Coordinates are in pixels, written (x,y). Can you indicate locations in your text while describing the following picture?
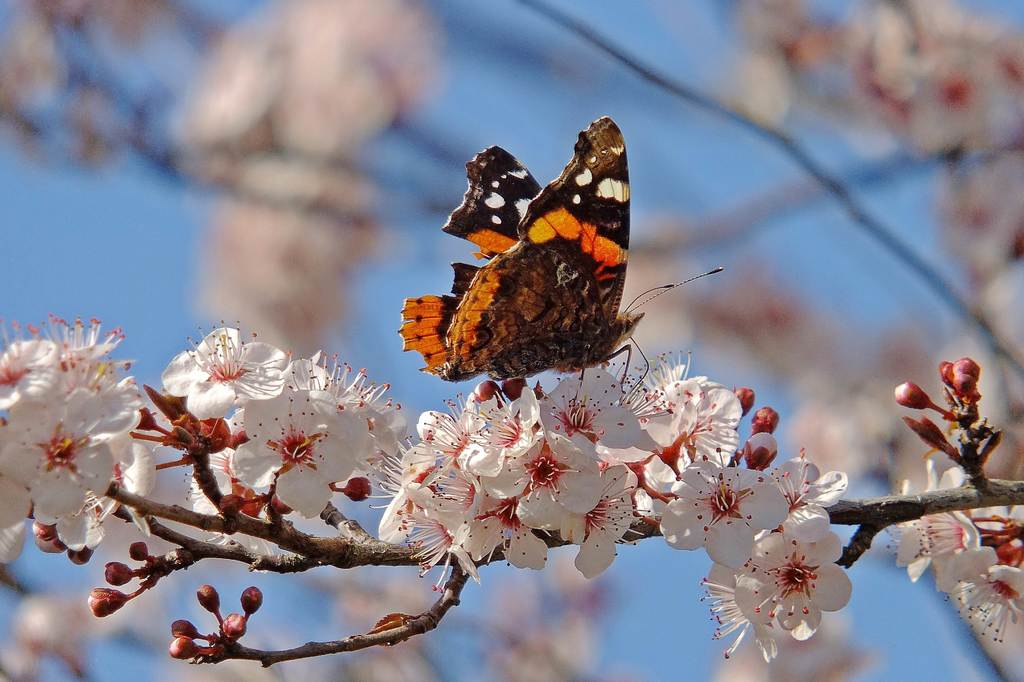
In this image there is a butterfly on the flowers (605,449) of a tree (853,507). In the background of the image (141,260) there is sky (118,260).
